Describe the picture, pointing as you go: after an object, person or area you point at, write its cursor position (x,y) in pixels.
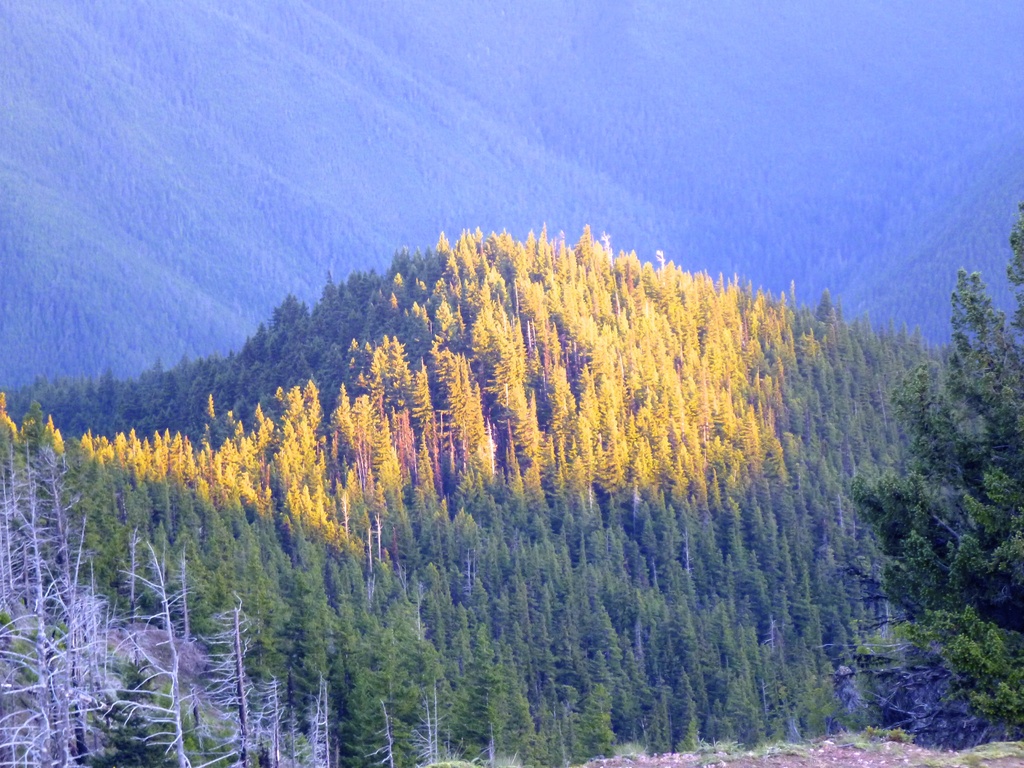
In this picture we can see trees (764,484) and there is a blur background (250,198).
